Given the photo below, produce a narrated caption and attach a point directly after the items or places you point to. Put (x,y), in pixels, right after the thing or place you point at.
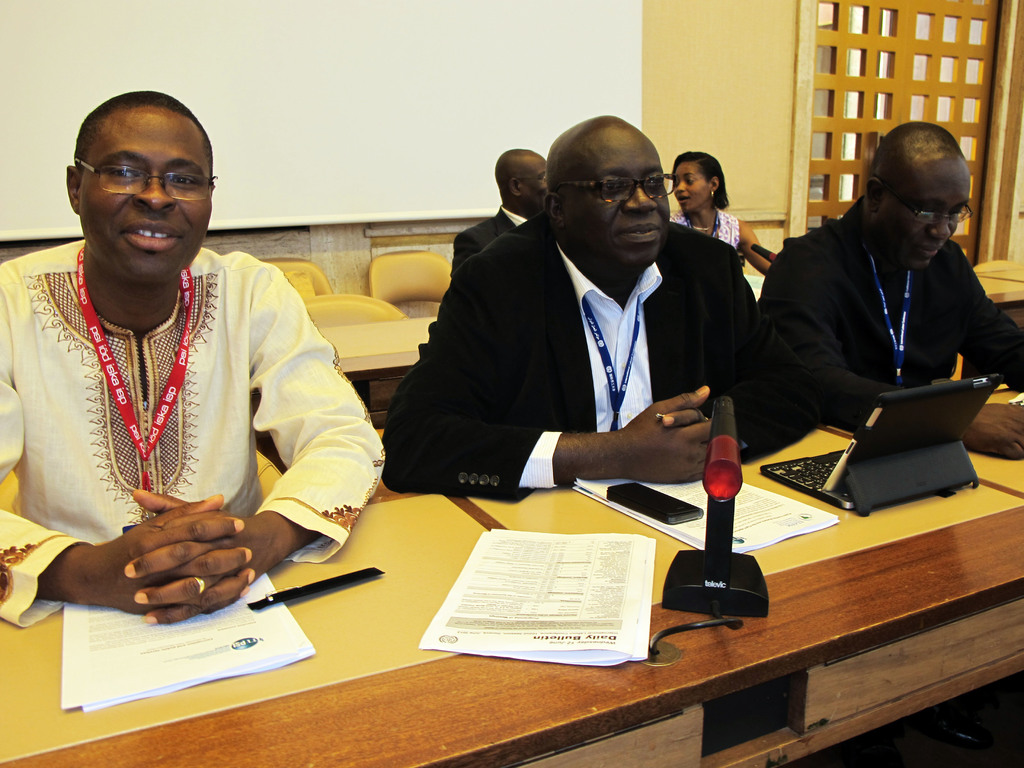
As we can see in the image there are few people (486,269), chairs (384,282), tables (412,513) and a white color wall (450,122). On tables (530,717) there are papers (209,658), mobile phone (656,504) and a laptop (941,419).
